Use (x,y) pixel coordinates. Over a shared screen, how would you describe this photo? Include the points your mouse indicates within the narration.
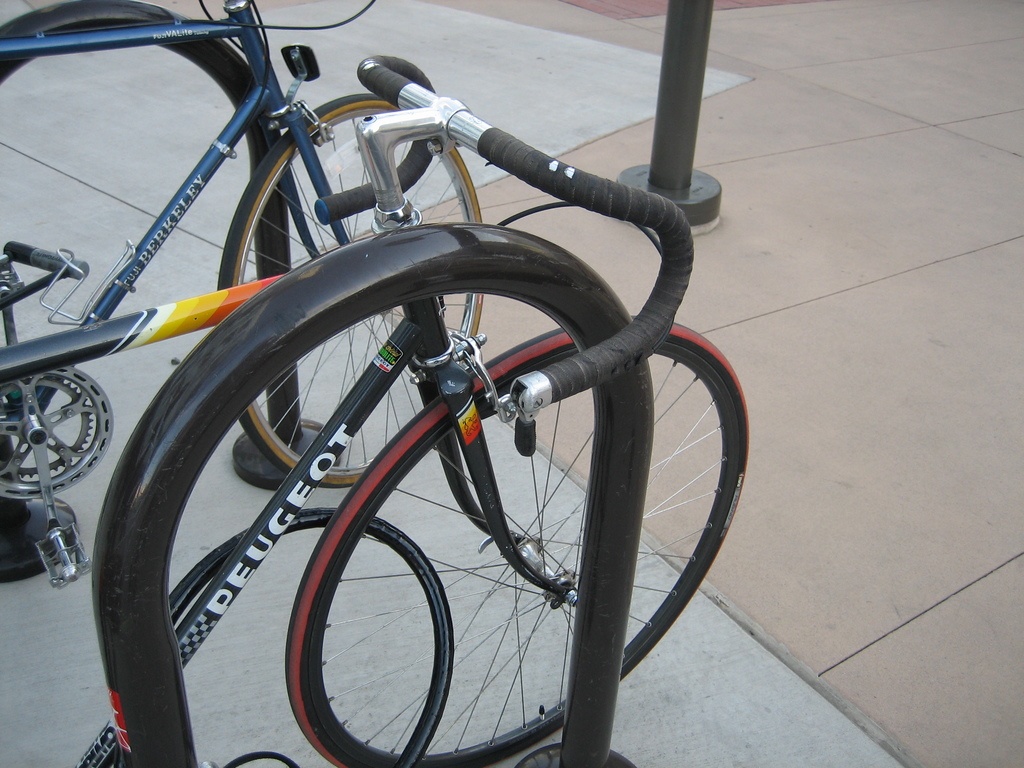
In this image I can see the bicycles (284,95). To the side of the bicycles (242,288) I can see the black color rod (259,378). In the background (673,52) I can see the black color pole (645,179).
